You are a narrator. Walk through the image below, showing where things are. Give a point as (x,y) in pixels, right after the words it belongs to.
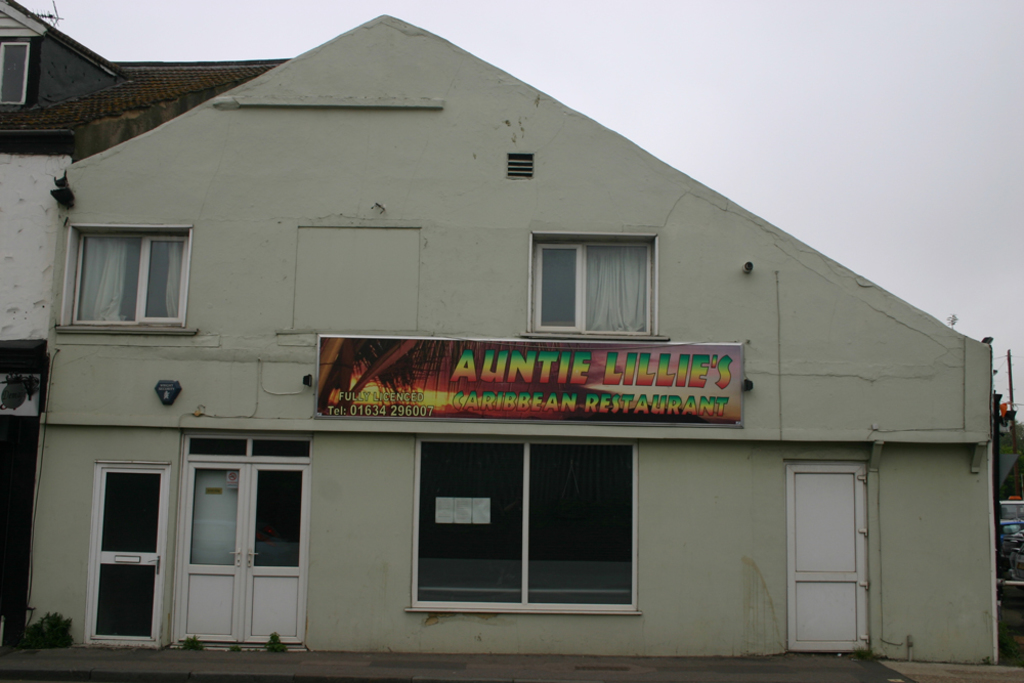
Here we can see a building (738,429), board (664,404), windows (594,498), curtains (177,283), and doors (822,622). In the background (893,202) there is sky (877,181).
